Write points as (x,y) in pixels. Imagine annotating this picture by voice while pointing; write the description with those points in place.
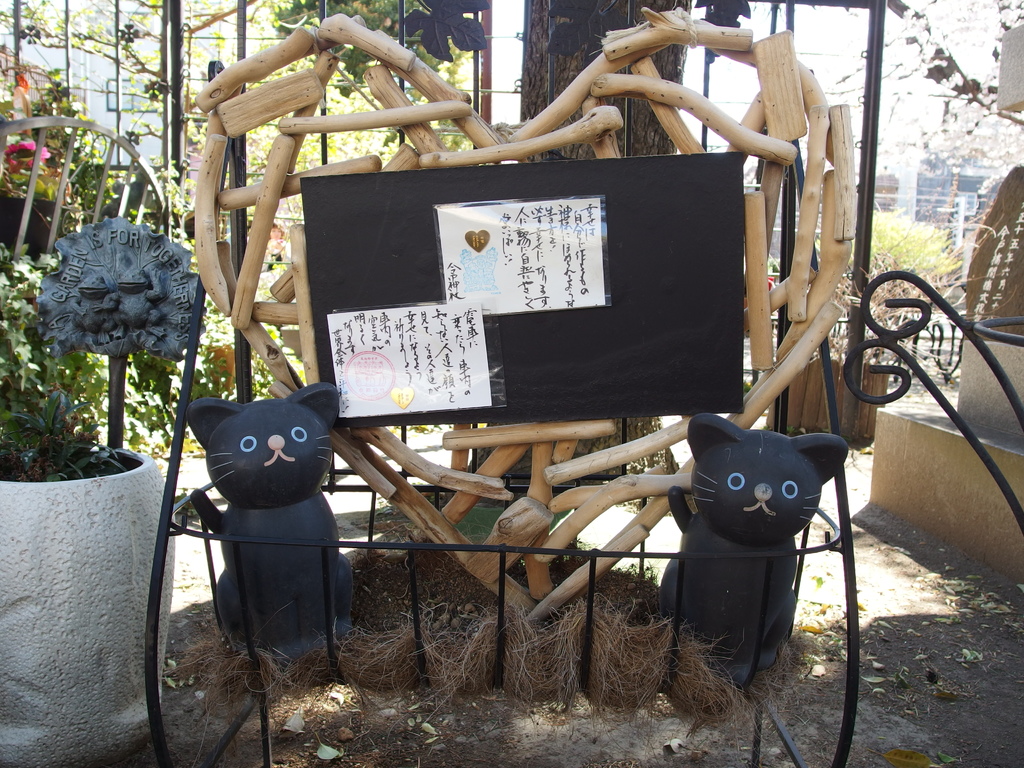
In this picture, we can see some objects (736,580) on the ground (386,505), plants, trees (892,80), buildings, railings (241,46) and we can see a poster (471,286) with some label (572,255) and some image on an object (447,192).
